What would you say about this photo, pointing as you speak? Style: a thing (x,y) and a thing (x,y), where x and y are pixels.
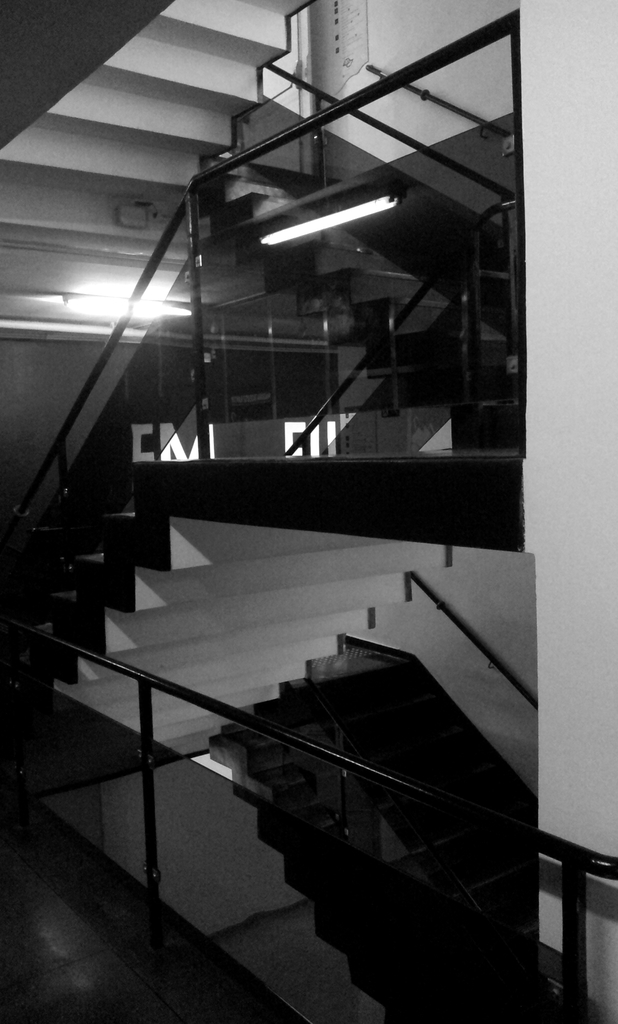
In the image we can see some steps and fencing (322,92), on the steps (222,137) we can see some lights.
